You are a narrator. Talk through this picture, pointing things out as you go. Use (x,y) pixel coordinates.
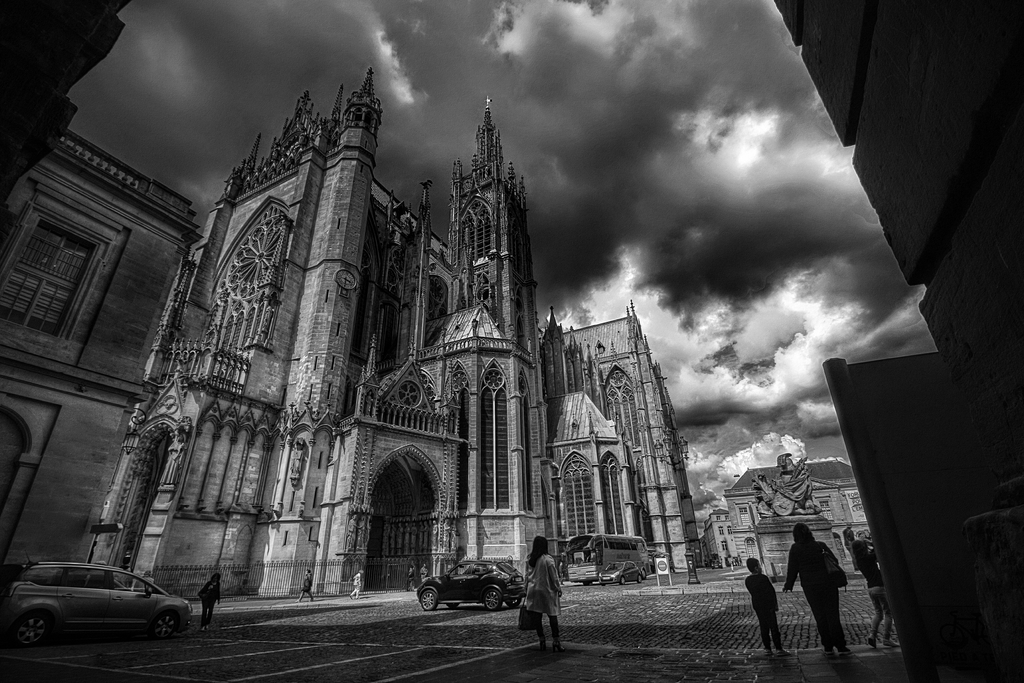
This is a black and white image, in this image there is a cathedral (480,395) and also we could see vehicles (513,579), and some people (766,580) are walking and there is a railing (276,581). At the bottom (693,602) there is a walkway (688,631) and some boards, and at the top (475,94) there is sky (676,120) and on the right side of the image (885,131) there is wall (895,104).
